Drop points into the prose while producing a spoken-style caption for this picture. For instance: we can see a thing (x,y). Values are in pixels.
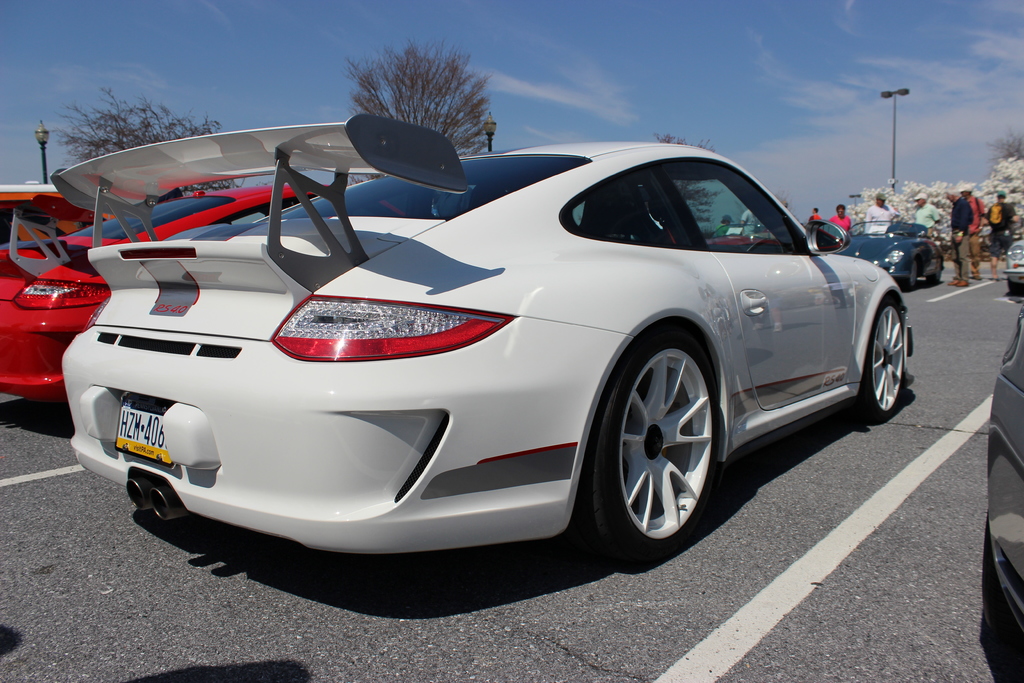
In this picture I can see the vehicles (246,302) on the road (565,637). I can see trees (898,198). I can see a few people (934,215) near the car (927,234). I can see clouds (852,185) in the sky (573,133).
